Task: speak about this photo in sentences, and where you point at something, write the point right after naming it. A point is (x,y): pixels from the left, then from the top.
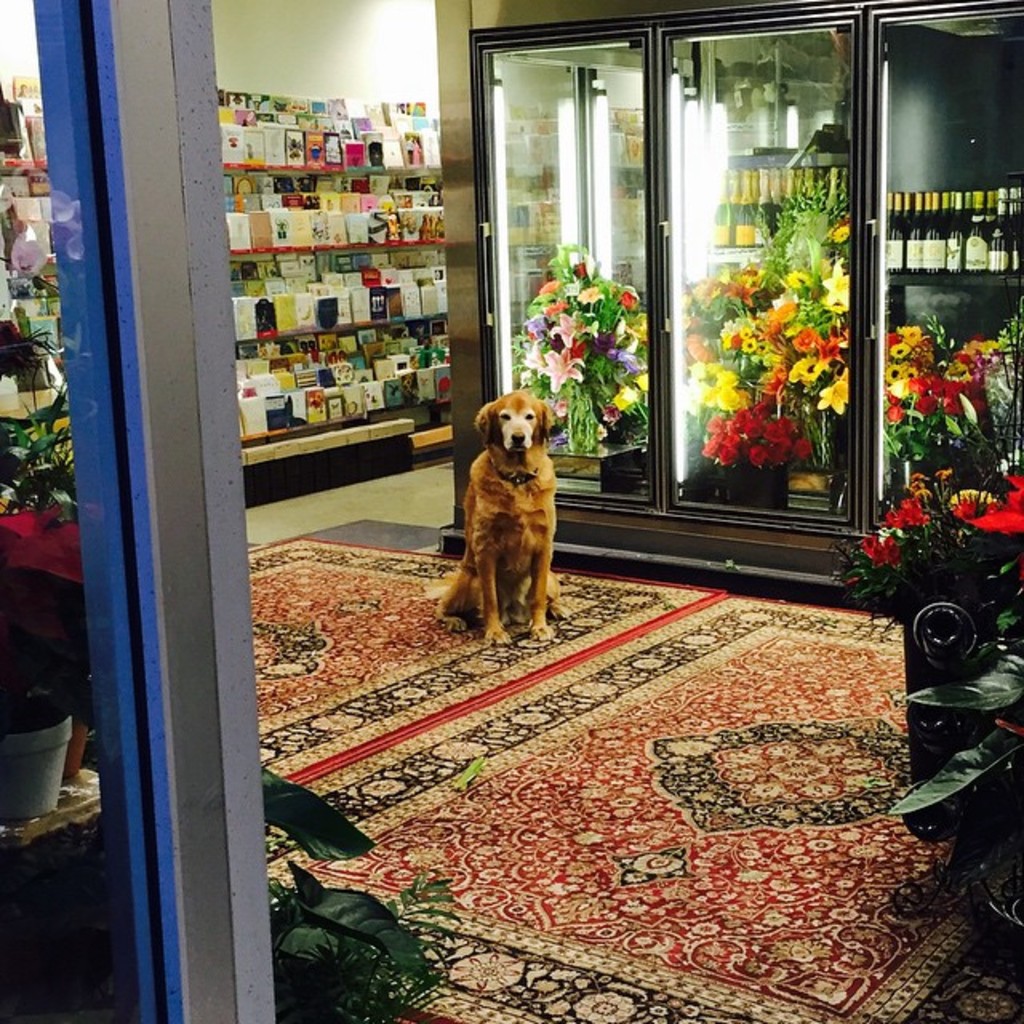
In the picture I can see a dog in the middle of the image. I can see the carpets (497,710) on the floor (544,779). I can see the glass display cabinet (708,242) and I can see the flower bouquets (730,371) in the cabinet (673,291). I can see the alcohol bottles (1004,204) on the top right side of the picture (919,192). I can see the pots (80,760) on the left side (52,799). I can see the books (253,215) on the wooden shelves (352,327).
